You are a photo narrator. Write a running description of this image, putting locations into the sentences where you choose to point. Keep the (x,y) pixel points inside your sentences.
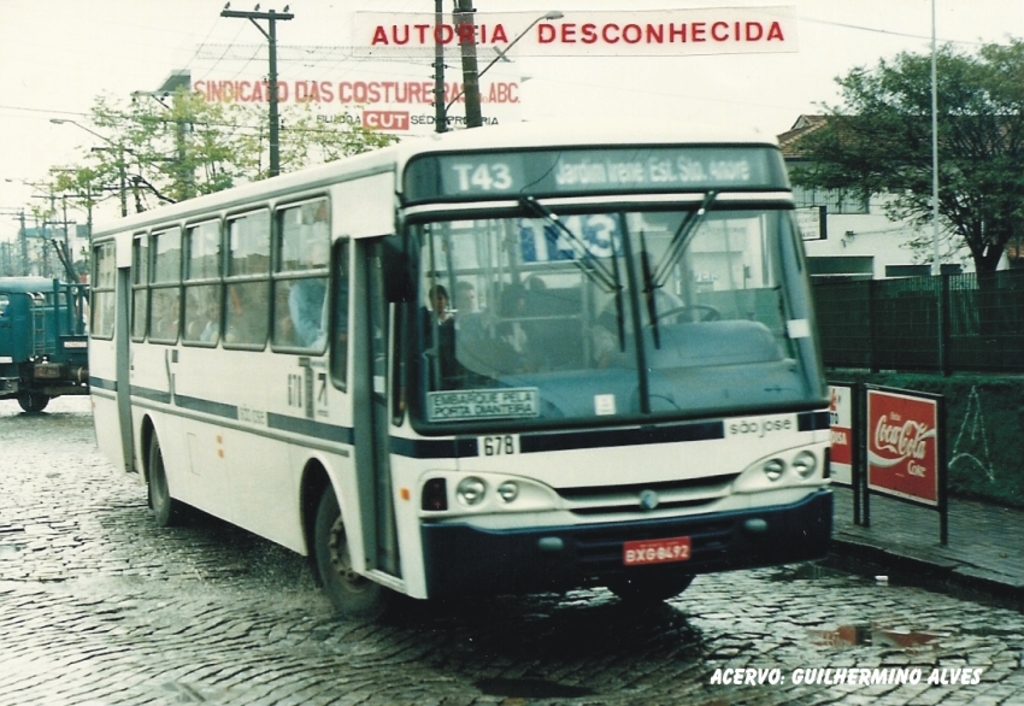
In front of the picture, we see a bus (556,519) in white color is moving on the road (603,582). Beside that, we see boards (918,479) in white and red color. Behind the bus (92,347), we see a vehicle (25,334) in blue color is moving on the road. On the right side (850,181), we see a wall (996,362), trees (918,129) and a building (884,249). There are street lights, electric poles (274,132) and trees (133,189) in the background (274,132). At the top of the picture (474,46), we see a white board (392,51) with text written in red color.
